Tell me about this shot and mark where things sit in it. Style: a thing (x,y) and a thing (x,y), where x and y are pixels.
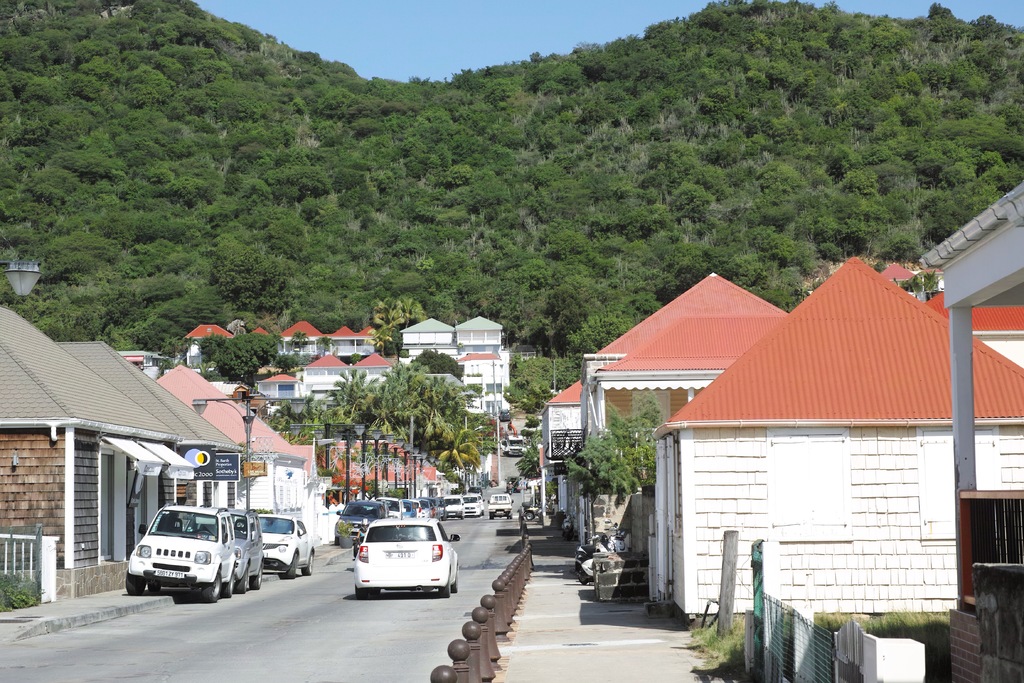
In this image I can see the road (340,625), few cars (365,577) on the road (429,665), few black colored poles (465,637), few buildings (222,436) on both sides of the road (475,579), few trees (641,425) which are green in color and in the background (248,134) I can see a mountain (215,129) with trees (226,147) on it and the sky (484,45).
